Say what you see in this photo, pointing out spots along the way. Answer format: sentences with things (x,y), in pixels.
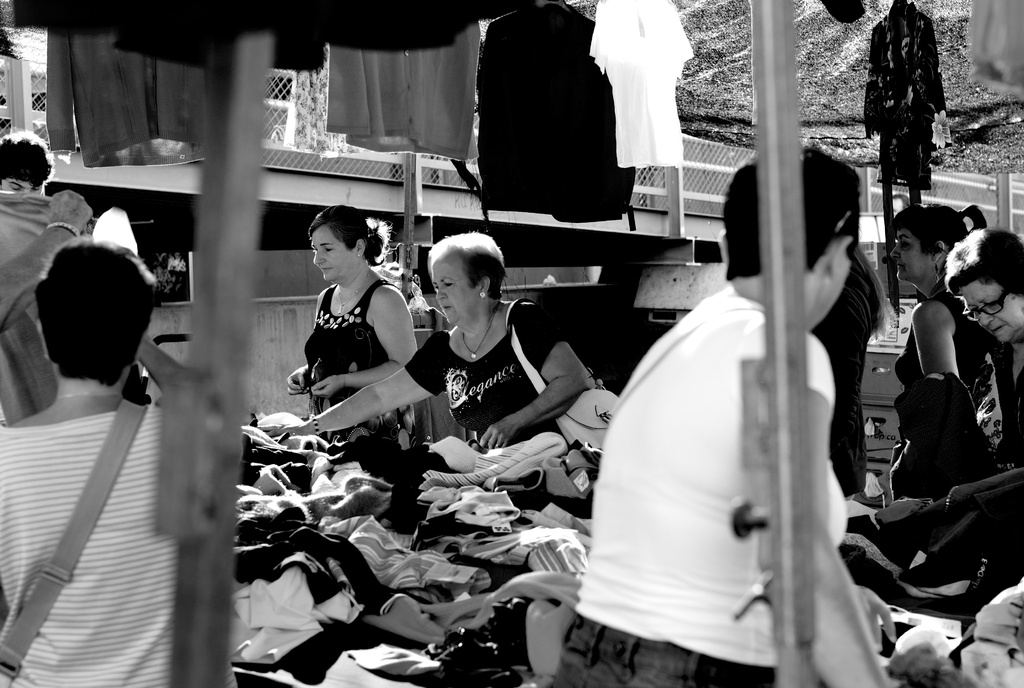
In this image I can see some people (697,486). I can see the clothes (602,118). I can also see the image is in black and white color.
